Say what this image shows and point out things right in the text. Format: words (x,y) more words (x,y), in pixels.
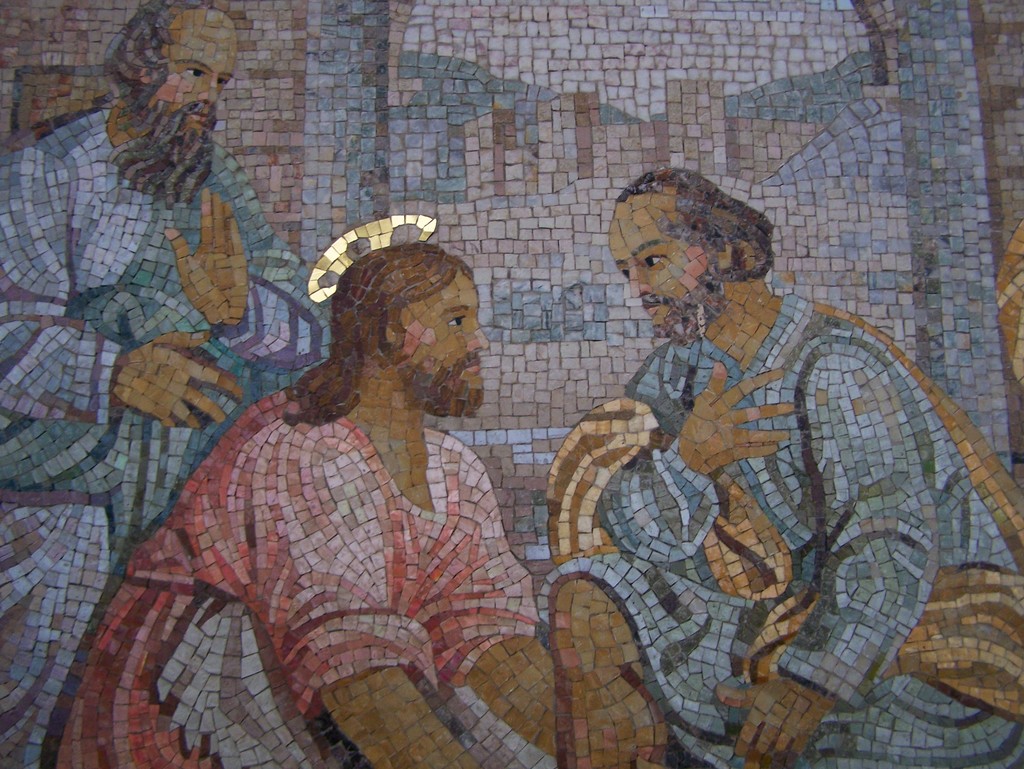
In this image we can see pictures (223,344) of persons (213,320) on the wall (786,260) made with marble chips (370,434).
